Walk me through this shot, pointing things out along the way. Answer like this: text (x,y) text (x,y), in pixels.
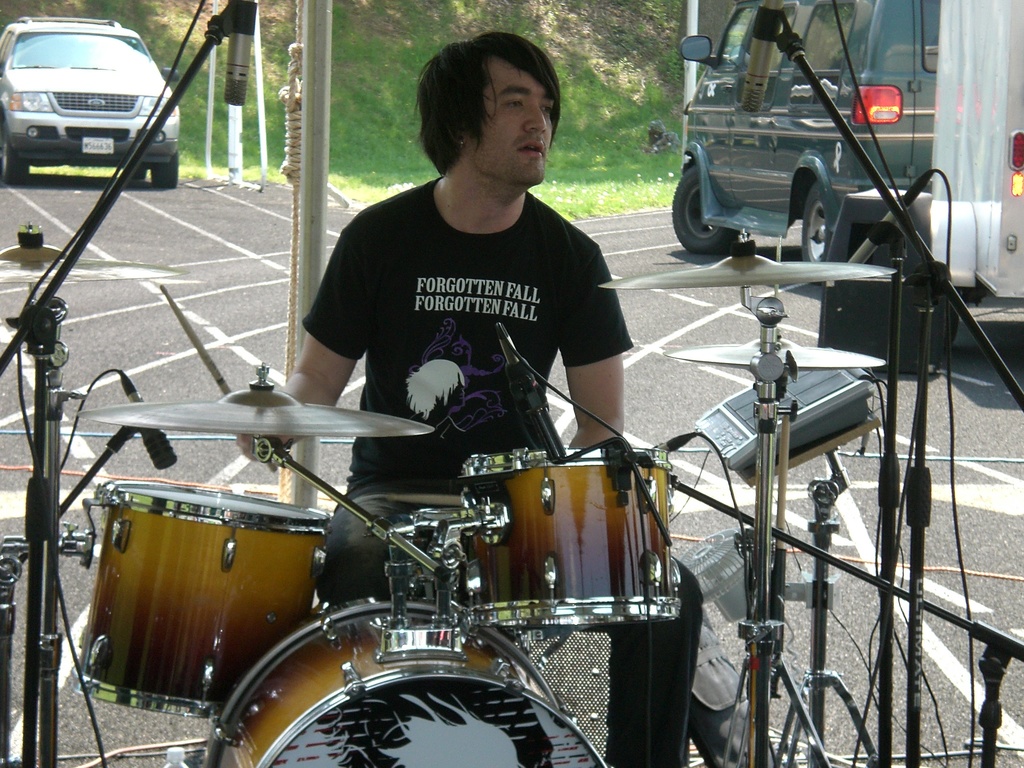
In this image we can see a person (454,361) holding sticks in his hands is sitting. In the foreground of the image (288,424) we can see some musical instruments (128,510), microphones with cables (913,428) placed on stands (805,689). In the background (69,93), we can see some vehicles (971,161) parked on the ground (253,259), some poles (323,71), a rope (293,250) and the grass (279,145).
